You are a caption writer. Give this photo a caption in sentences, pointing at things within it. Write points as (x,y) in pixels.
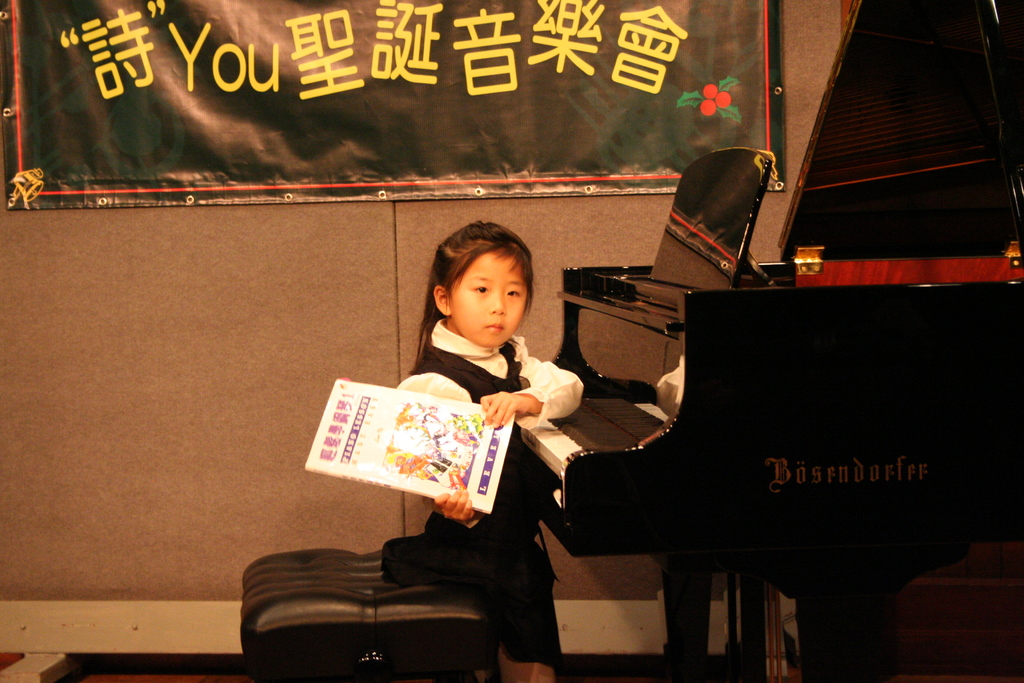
Here is a girl (444,545) sitting on the stool (405,625) and holding a book (424,445). This is a piano (679,428). At background (343,97) I can see a banner (565,73) which is attached to the wall (808,69).
